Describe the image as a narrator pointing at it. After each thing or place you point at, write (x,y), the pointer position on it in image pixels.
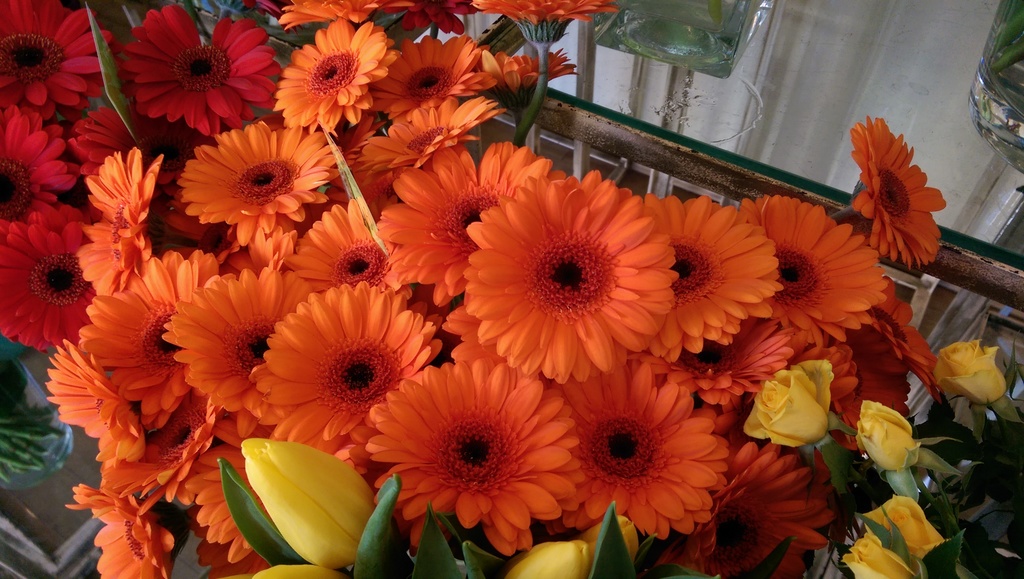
In this image, we can see some flowers (562,304) and glass objects (992,33). We can also see the background (817,44).
